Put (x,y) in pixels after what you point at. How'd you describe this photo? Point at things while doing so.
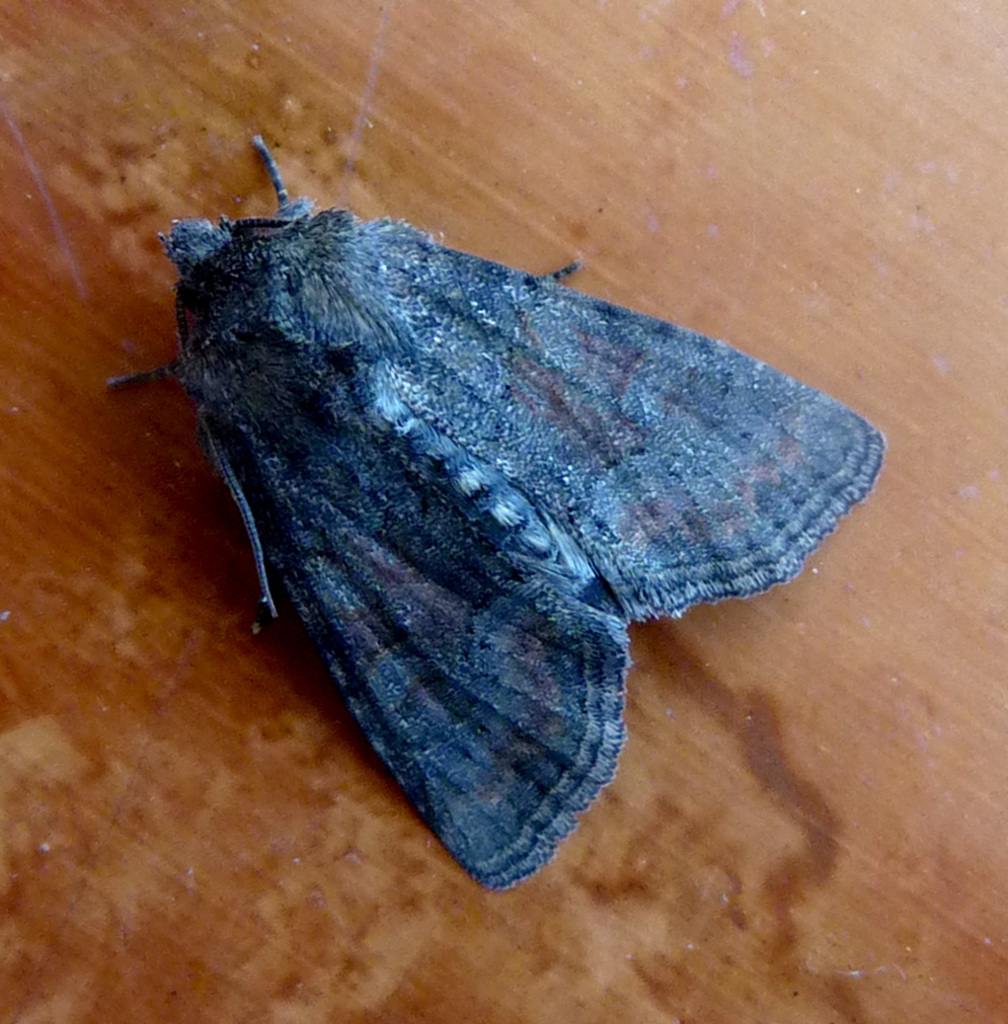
In the foreground of this picture (389,530), there is an insect (427,458) on the surface (355,209).
